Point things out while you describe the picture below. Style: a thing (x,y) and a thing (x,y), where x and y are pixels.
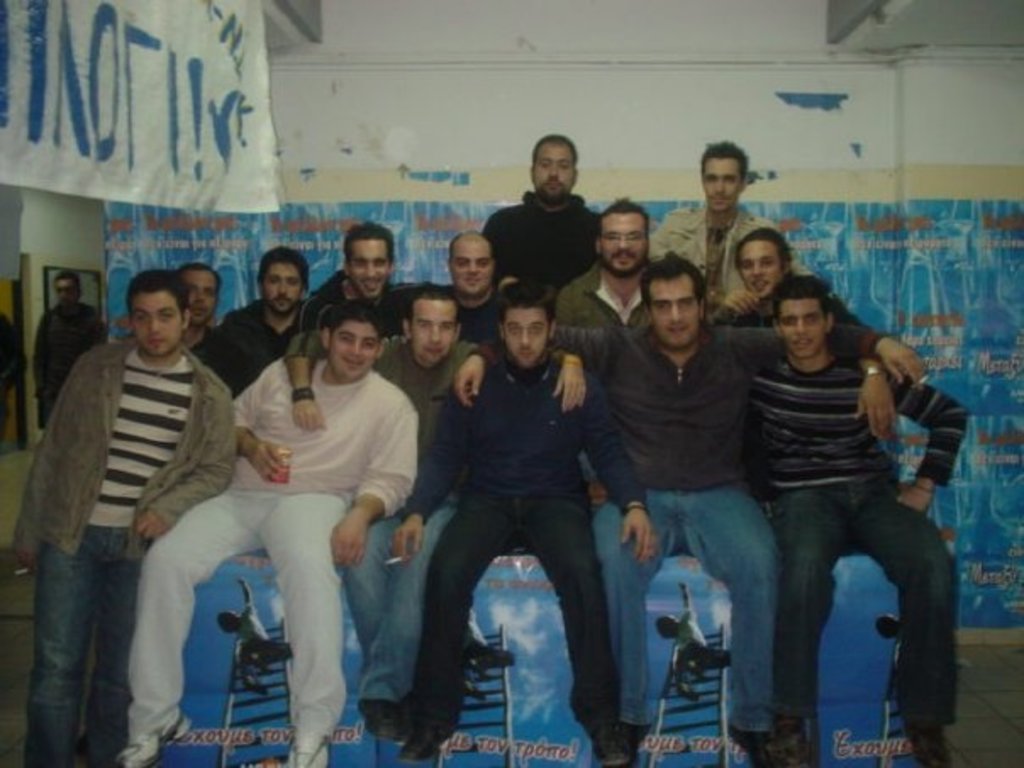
In the middle of the image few people (412,682) are sitting and standing. Behind them there is a wall (684,104) and there are some banners (95,59).
